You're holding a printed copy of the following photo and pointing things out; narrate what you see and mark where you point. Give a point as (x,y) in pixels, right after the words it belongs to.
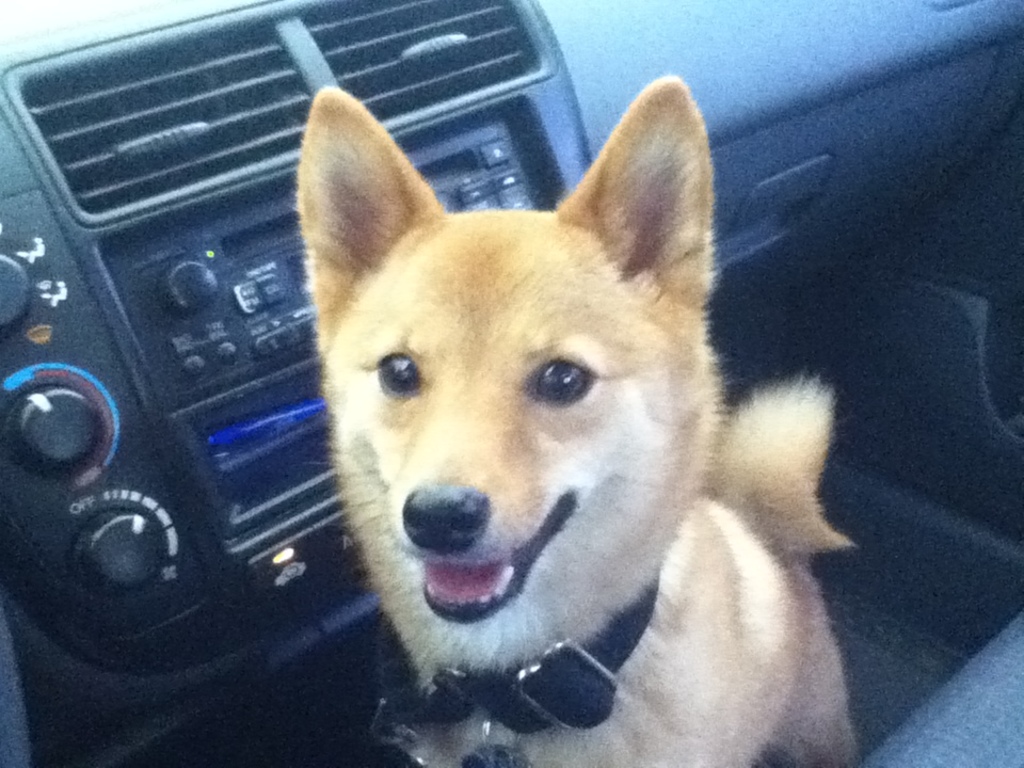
In this image there is a dog (645,511) inside the car (211,454). Beside the dog (633,591) we can see the music system (223,352) which is in the car (190,311). On the right side (955,722) bottom there is a seat (983,718).
